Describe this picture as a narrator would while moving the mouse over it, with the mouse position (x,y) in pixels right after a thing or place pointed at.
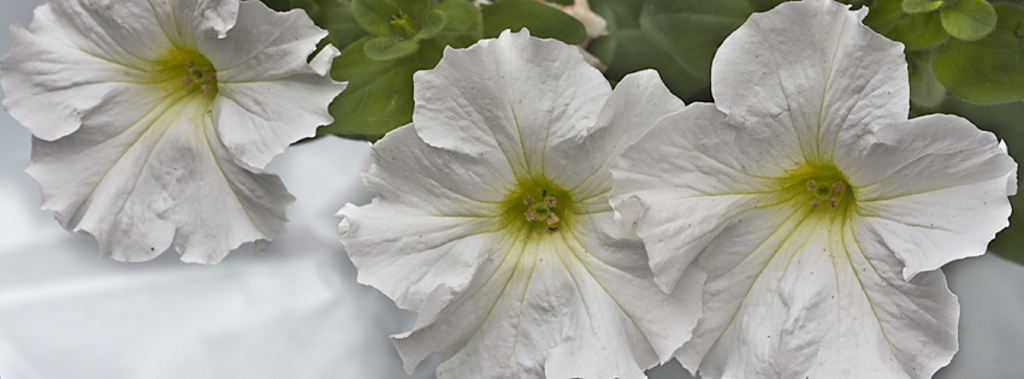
In this picture we can see flowers (160,211) and in the background (918,53) we can see leaves (927,60).
